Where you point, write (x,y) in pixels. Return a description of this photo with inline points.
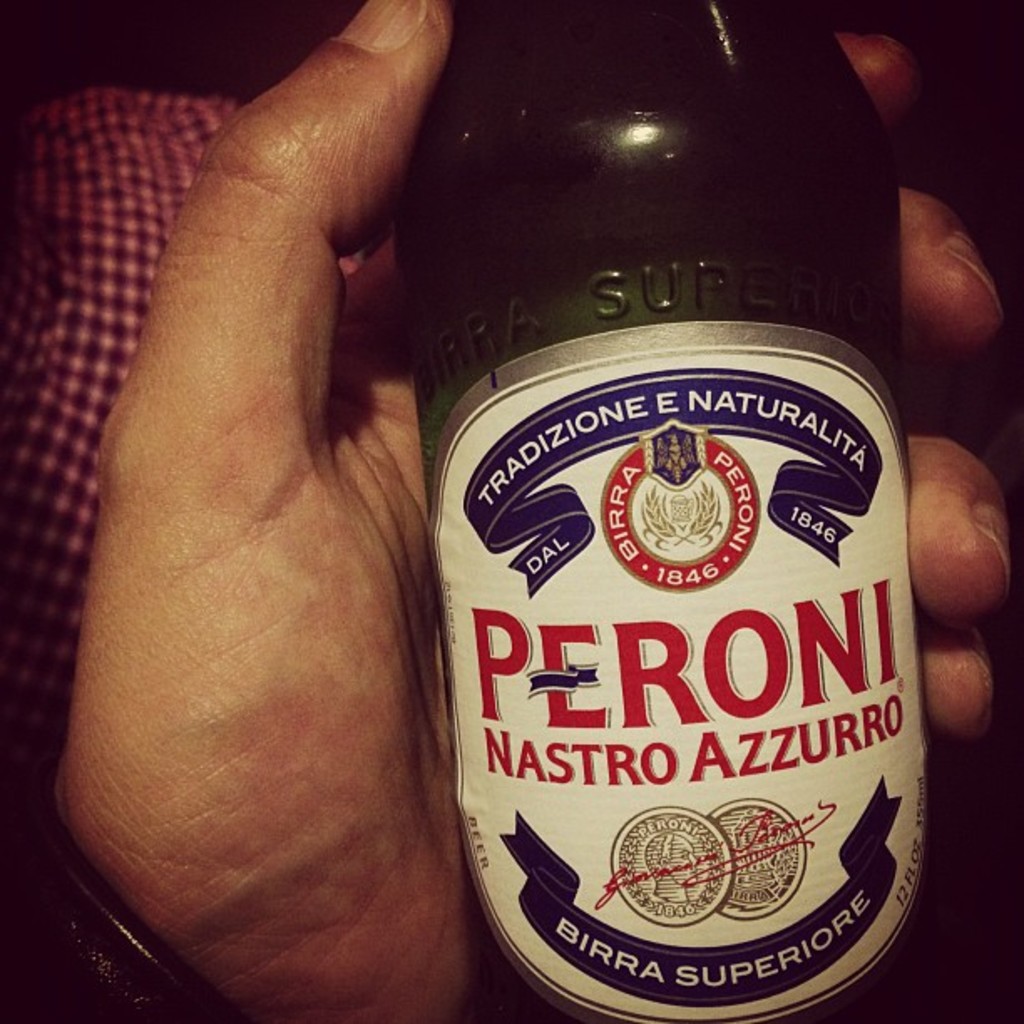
The picture consists of a person (242,453) holding a bottle (688,403). In the background (96,274) we can see something in red.
